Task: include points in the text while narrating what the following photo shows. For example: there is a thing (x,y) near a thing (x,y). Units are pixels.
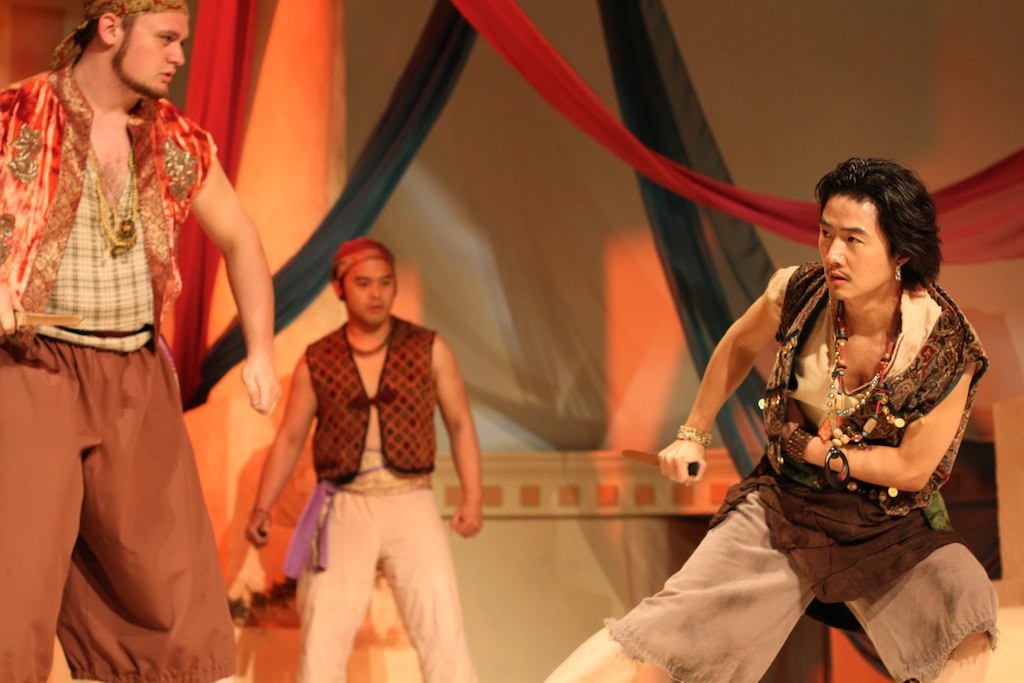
This image consists of three persons (398,475). It looks like they are acting in a play. In the background (531,226), there are curtains (576,263) and clothes (430,546).
